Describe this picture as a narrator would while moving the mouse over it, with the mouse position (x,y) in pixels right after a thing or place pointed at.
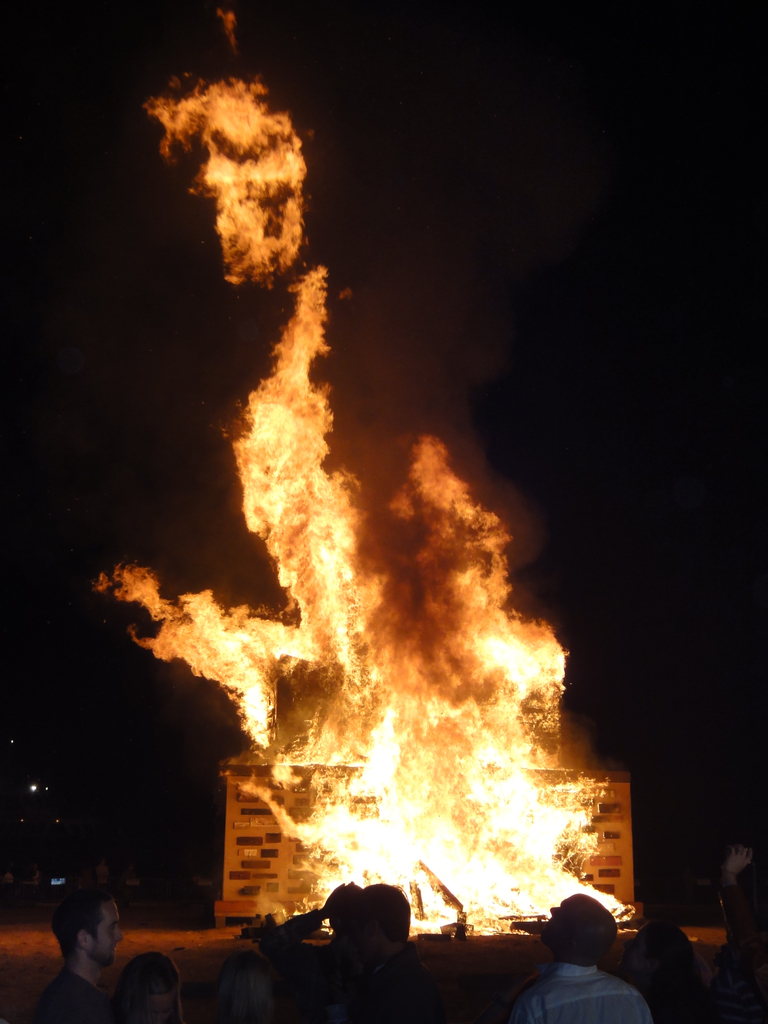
In this picture I can see fire (460,611) and few people (406,918) standing, looks like a house (265,776) caught fire (278,771) and I can see a dark background (36,739).
